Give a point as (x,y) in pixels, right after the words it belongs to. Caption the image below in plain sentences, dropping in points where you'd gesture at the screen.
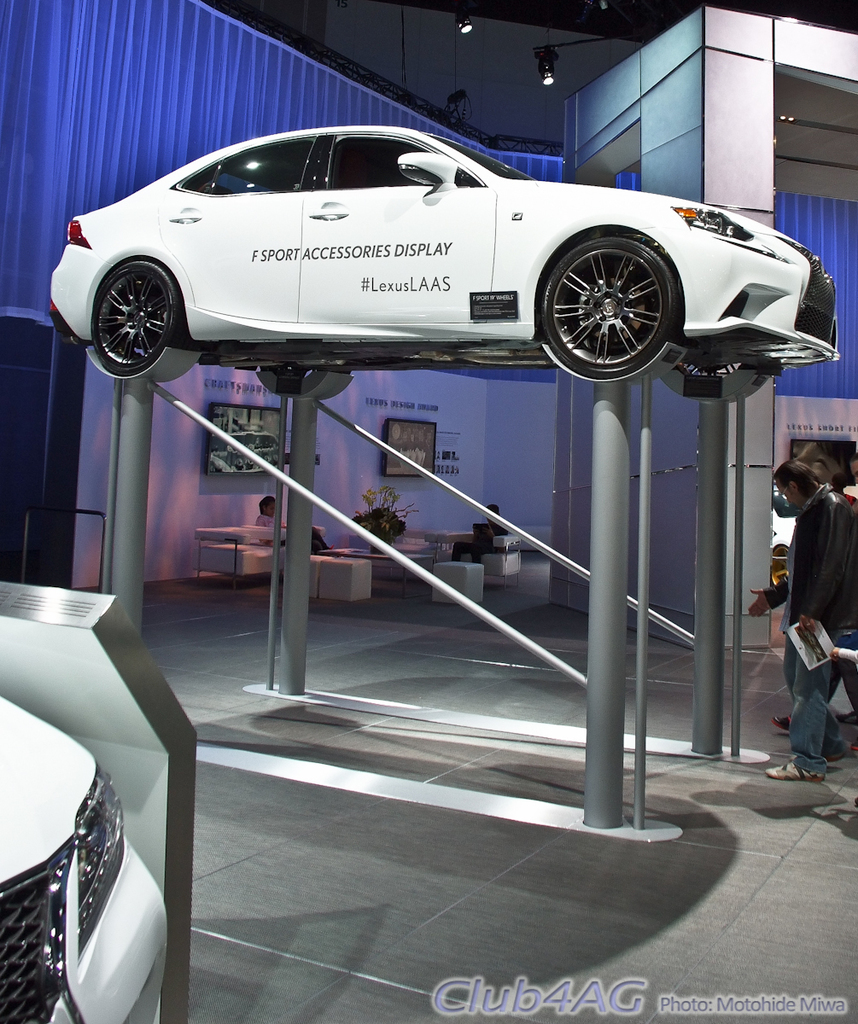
In the picture we can see white color car (289,339), on right side of the picture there is a person (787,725) standing, in the background of the picture (495,549) there is a couch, person (481,548) sitting on a couch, there is a plant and there is a wall (367,395), top of the picture (582,81) there is roof (251,3) and some lights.
